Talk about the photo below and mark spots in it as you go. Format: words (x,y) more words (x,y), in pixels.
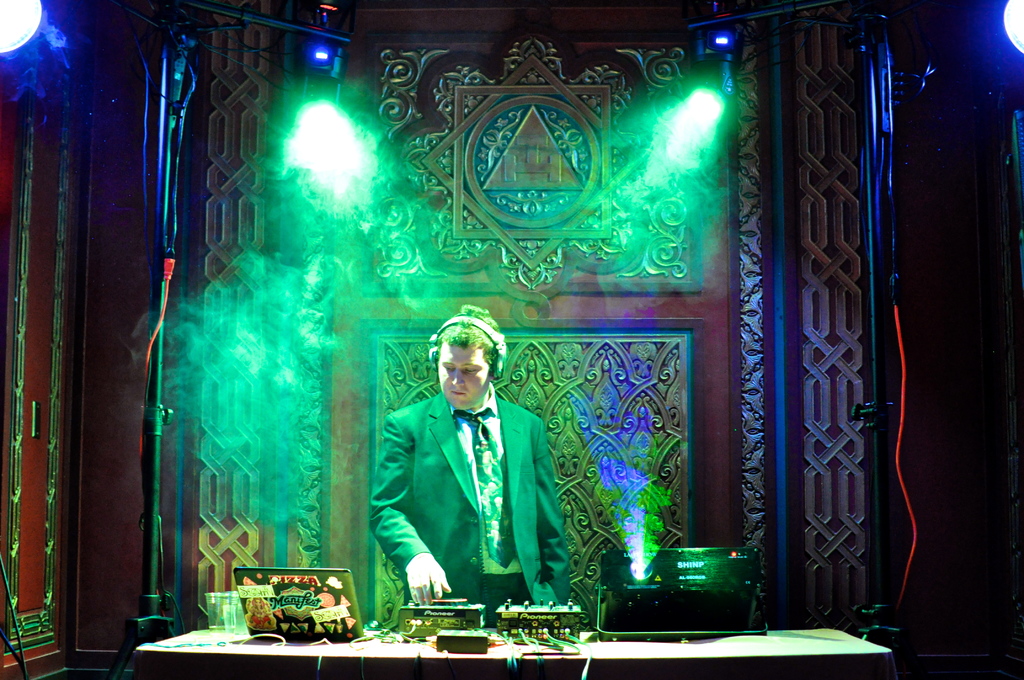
In this picture we can see a person (403,539) operating musical instruments (501,628), which is placed on the table (393,669), on the table (395,650) we can see few objects (275,630) are placed, behind we can see light focus (332,212) and designed wall (503,292).
